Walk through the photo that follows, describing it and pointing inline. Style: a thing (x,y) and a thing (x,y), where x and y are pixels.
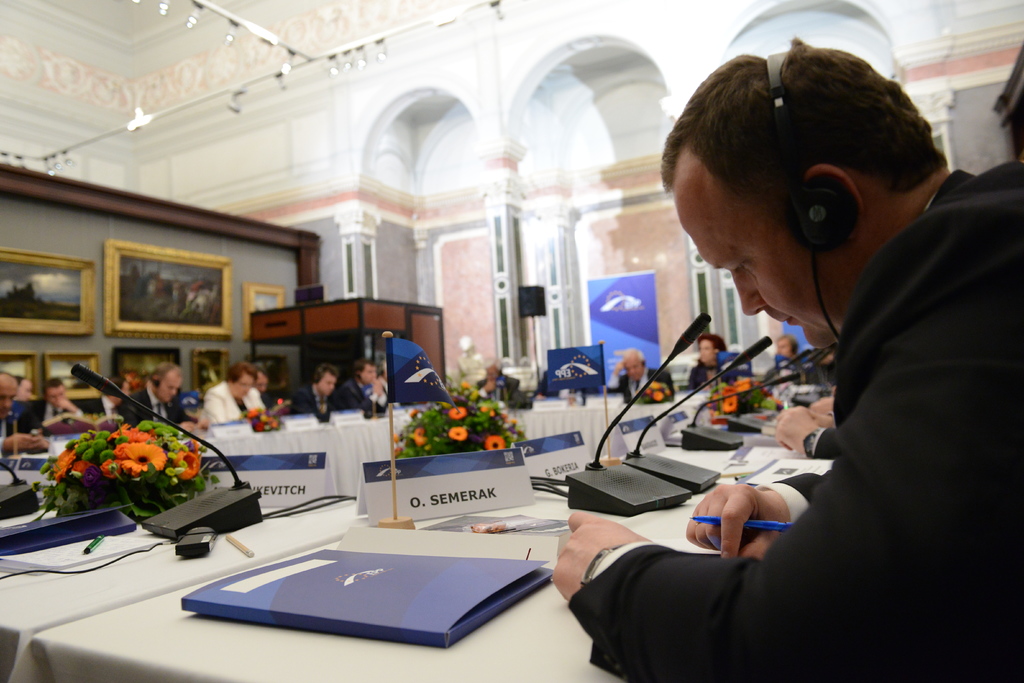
In this picture there are few persons (703,592) sitting and there is a table (498,666) in front of them which has few mic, flags (594,384), books (383,609) and some other objects (657,402) on it and there are few photo frames (148,296) attached to the wall (174,347) in the background (139,279) and there are few lights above them.
